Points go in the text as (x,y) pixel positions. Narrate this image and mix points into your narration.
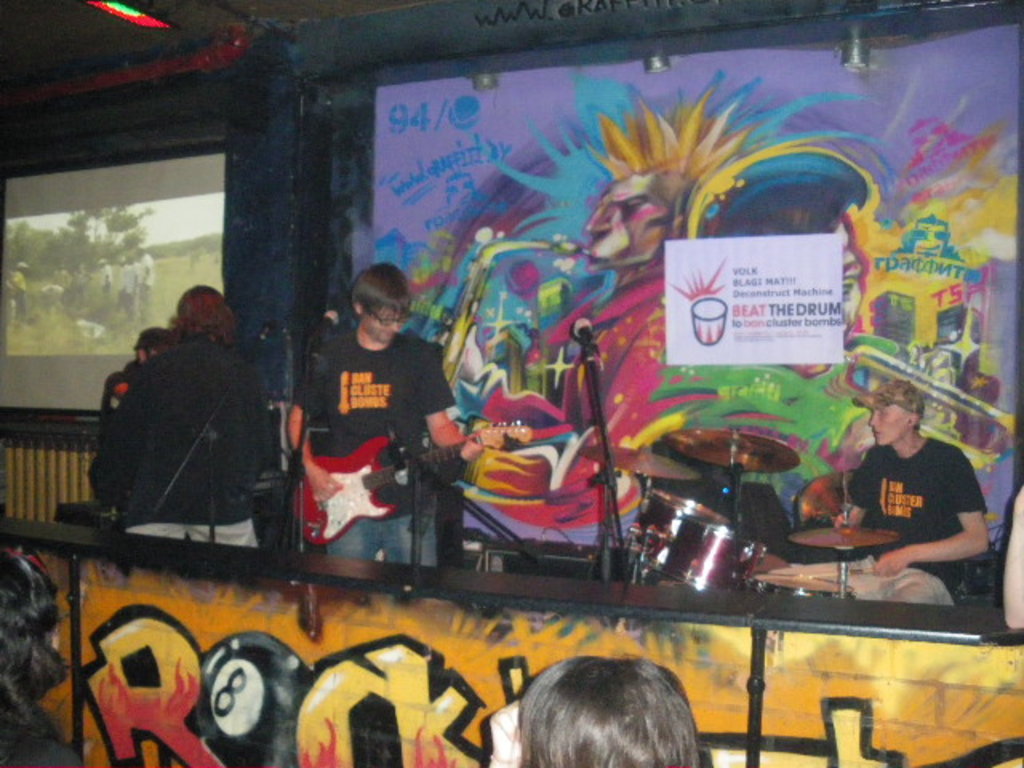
In this image there are people (912,409), musical instruments (645,502), mics (586,322), banner (783,332), board (836,199), lights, table (775,611), screen (166,318) and objects (290,459). Among them two people (879,460) are playing musical instruments (354,486). Graffiti (448,308) is on the table (485,639) and on the board (642,141).
